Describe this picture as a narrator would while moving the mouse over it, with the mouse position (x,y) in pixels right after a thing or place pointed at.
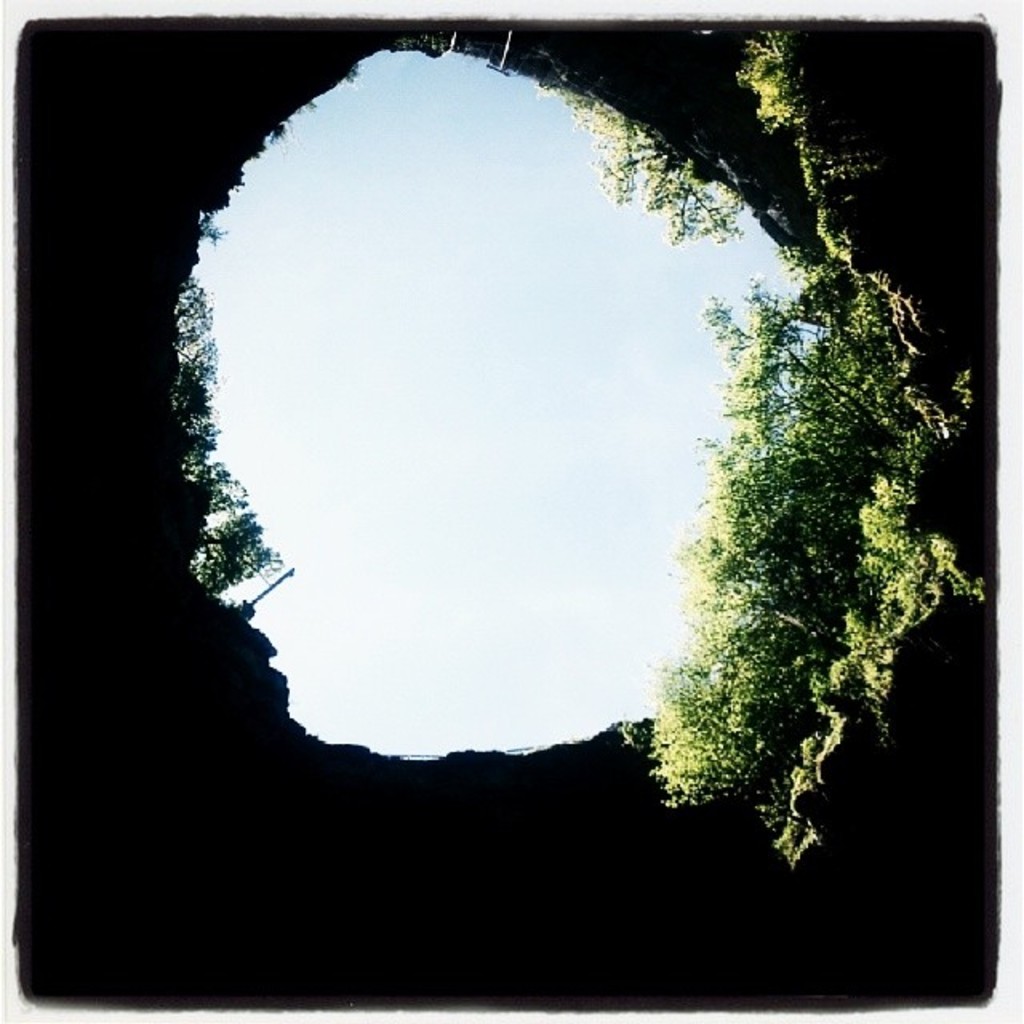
In This image we can see many plants (829,531). We can see the sky (538,332) in the image.
